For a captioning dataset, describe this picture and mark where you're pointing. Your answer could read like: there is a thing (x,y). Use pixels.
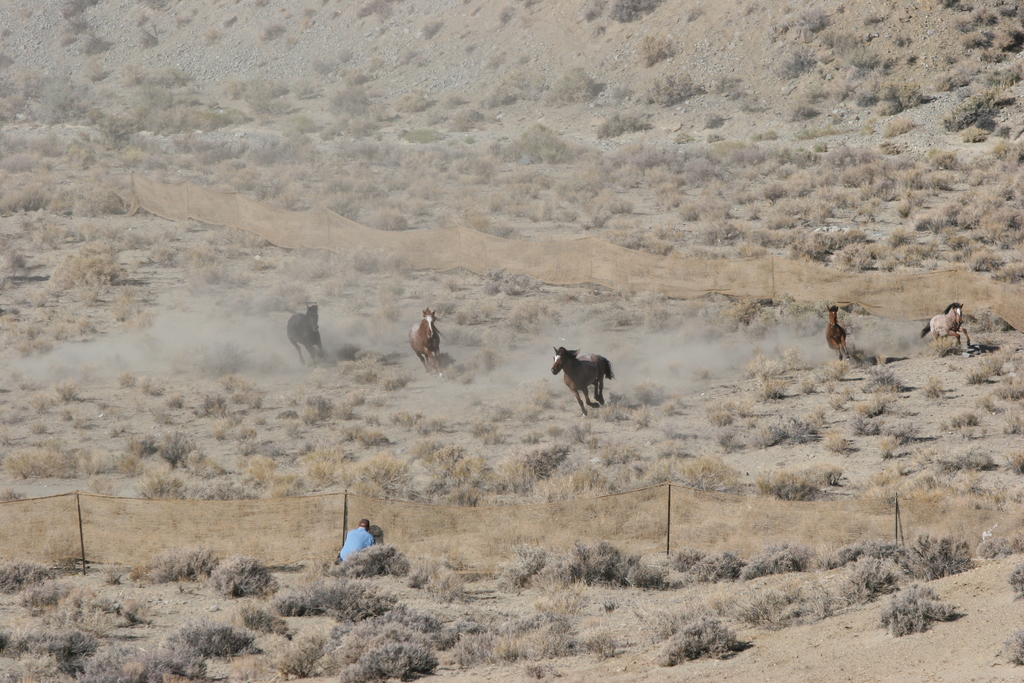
In this image we can see one person (355,536) sitting and few animals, dried grass (605,180), rocks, fencing (907,276).
